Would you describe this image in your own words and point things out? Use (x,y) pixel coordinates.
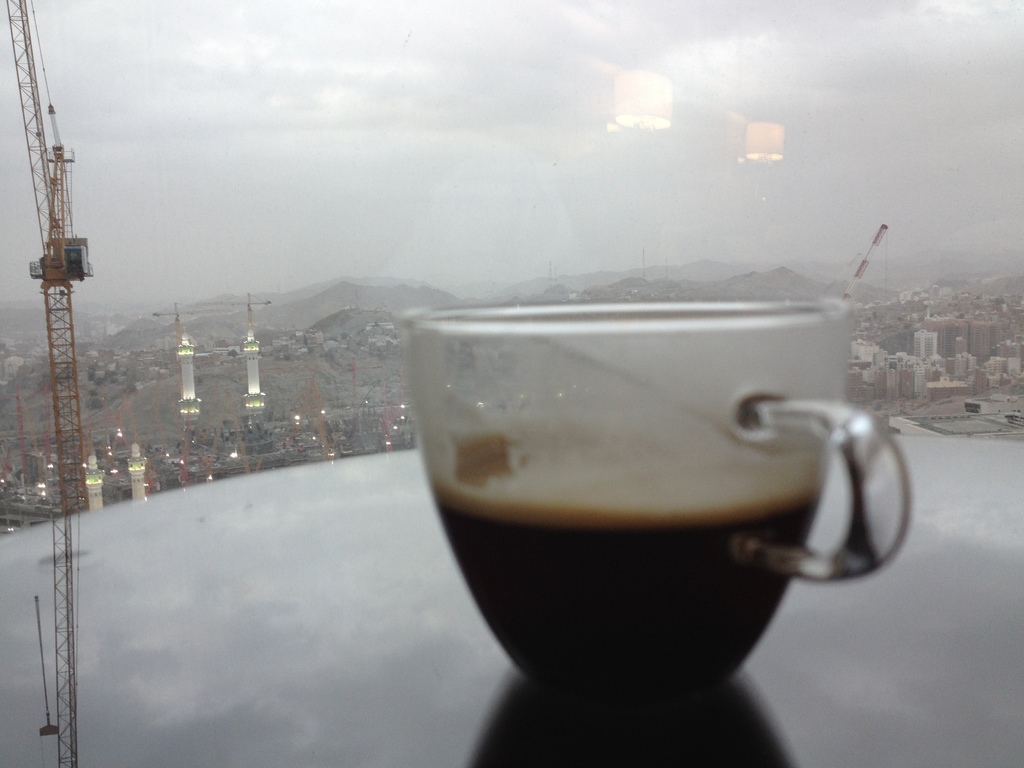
This picture is of outside. In the foreground (425,564) there is a cup (632,434) containing a drink (658,550) is placed on the top of the surface (457,600). On the left (54,322) there is a pole (66,327). In the background (815,136) there is a sky (308,63), full of clouds (697,139) and we can see the skyscrapers (946,336), buildings (373,339), hills (401,296) and minarets (190,374).
